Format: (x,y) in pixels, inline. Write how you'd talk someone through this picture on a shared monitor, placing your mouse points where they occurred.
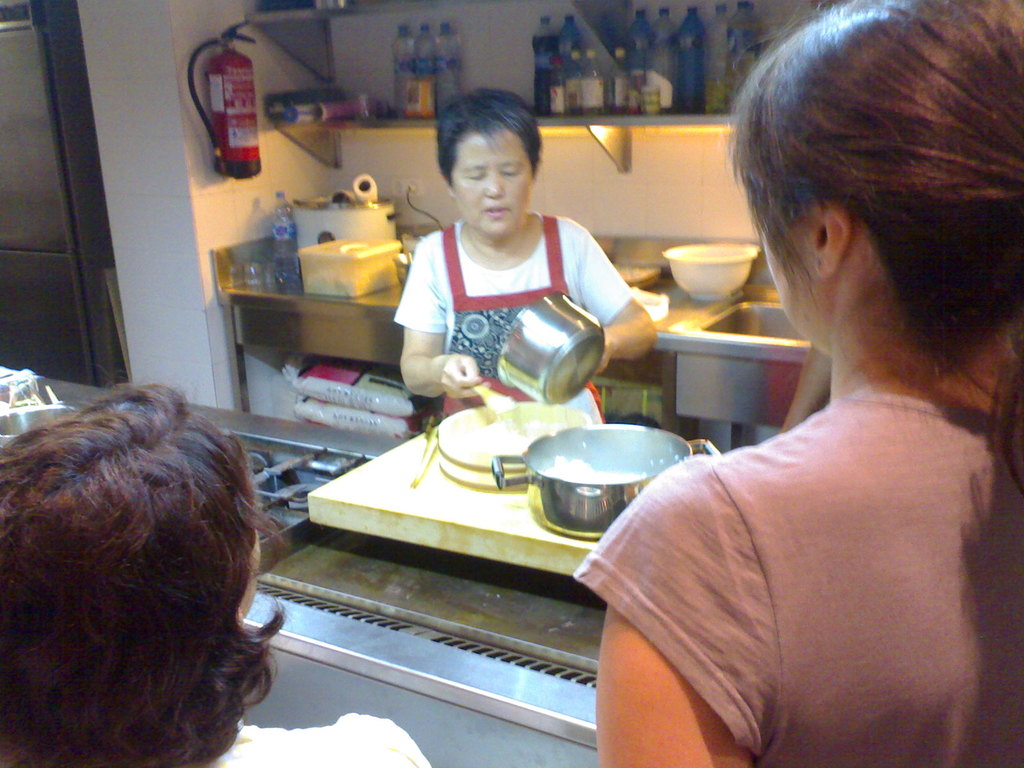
In this image there are two persons (715,633) are standing at bottom of this image (264,677). One person (510,278) is standing in middle of this image (468,299) is wearing white color t shirt (447,294) and holding a steel bowl (510,375) and one spoon (499,411) and there is a stove (336,680) in middle of this image (343,477) and there is a counter top (274,291) at middle of this image (353,497) and there are some objects (372,254) kept on it. There is a door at left side of this image (63,286). There are some bottles (688,50) are kept on some rack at top of this image (548,102).
